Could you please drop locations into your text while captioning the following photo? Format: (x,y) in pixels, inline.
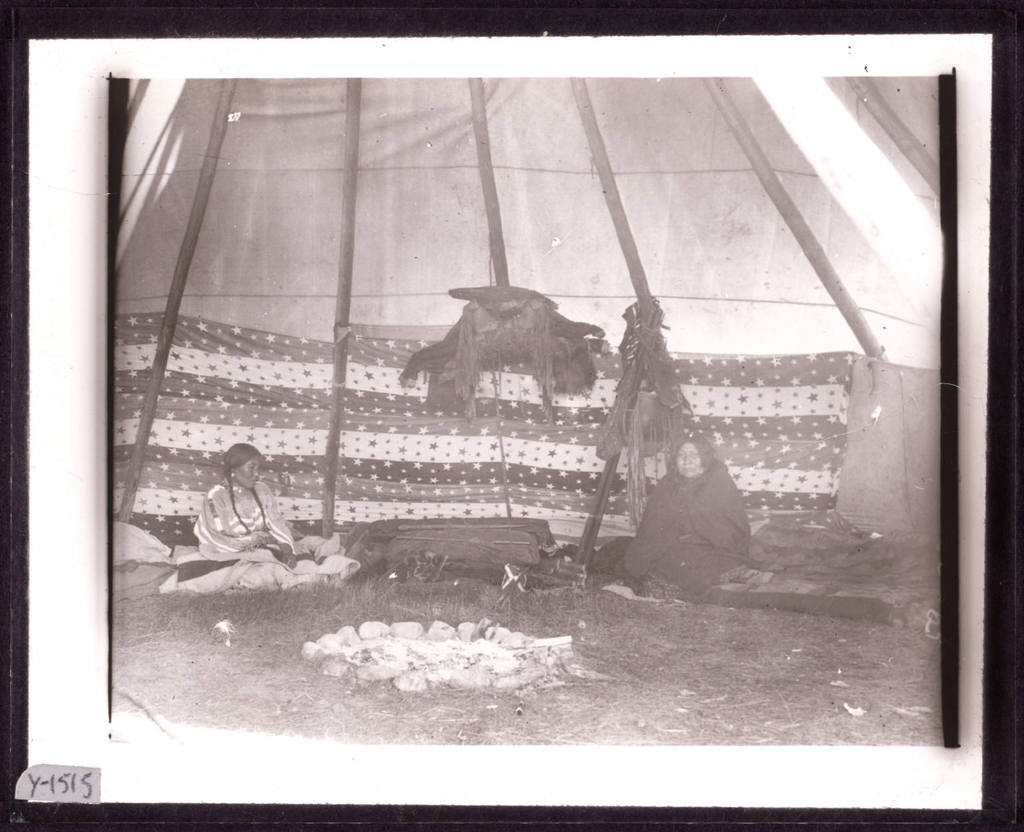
This is the picture of the photo frame (553,611). This is a black and white picture. At the bottom (474,612), we see the stones (364,675) and the grass (291,654). We see two women (218,537) are sitting on the ground (503,599). Behind them, we see the poles (341,374) and a tent (556,259). We see some clothes (554,368). They are sitting under the tent (583,452).
